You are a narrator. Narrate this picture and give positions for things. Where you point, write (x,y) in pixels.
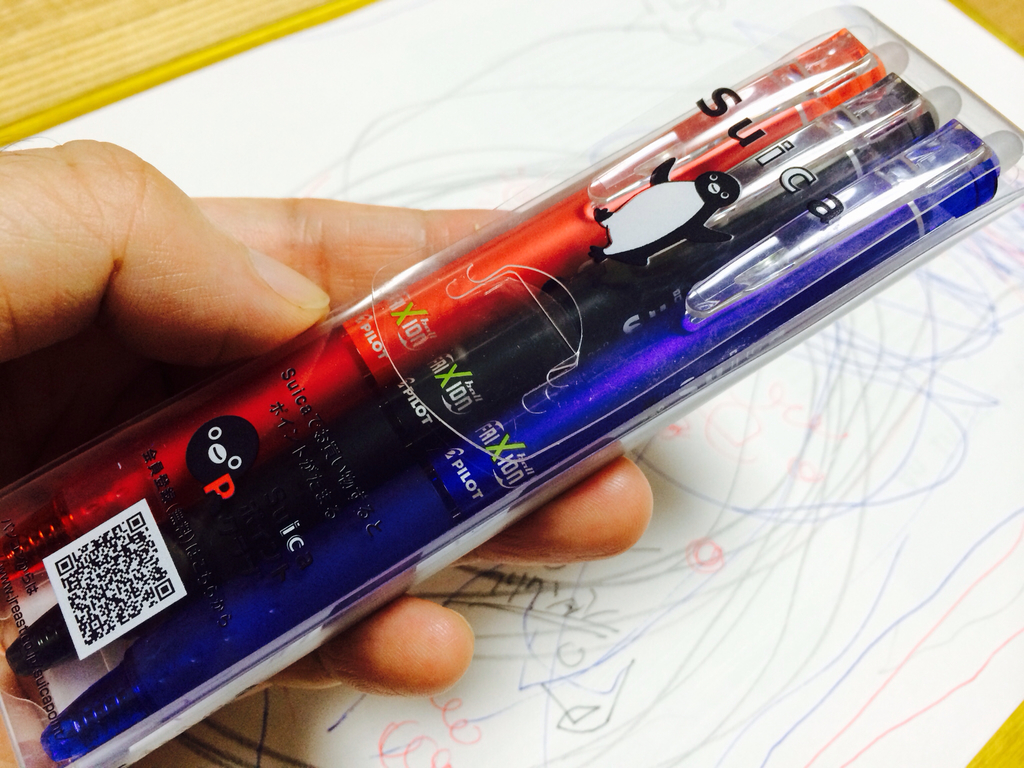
In the picture we can see a table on it, we can see a white color paper (803,348) with some scribbling (779,463) on it and on it we can see a person's hand (24,452) holding a pens packet (344,533) with pens (420,342) which are blue, black and red in color and on the packet (78,539) we can see a code (152,611).
